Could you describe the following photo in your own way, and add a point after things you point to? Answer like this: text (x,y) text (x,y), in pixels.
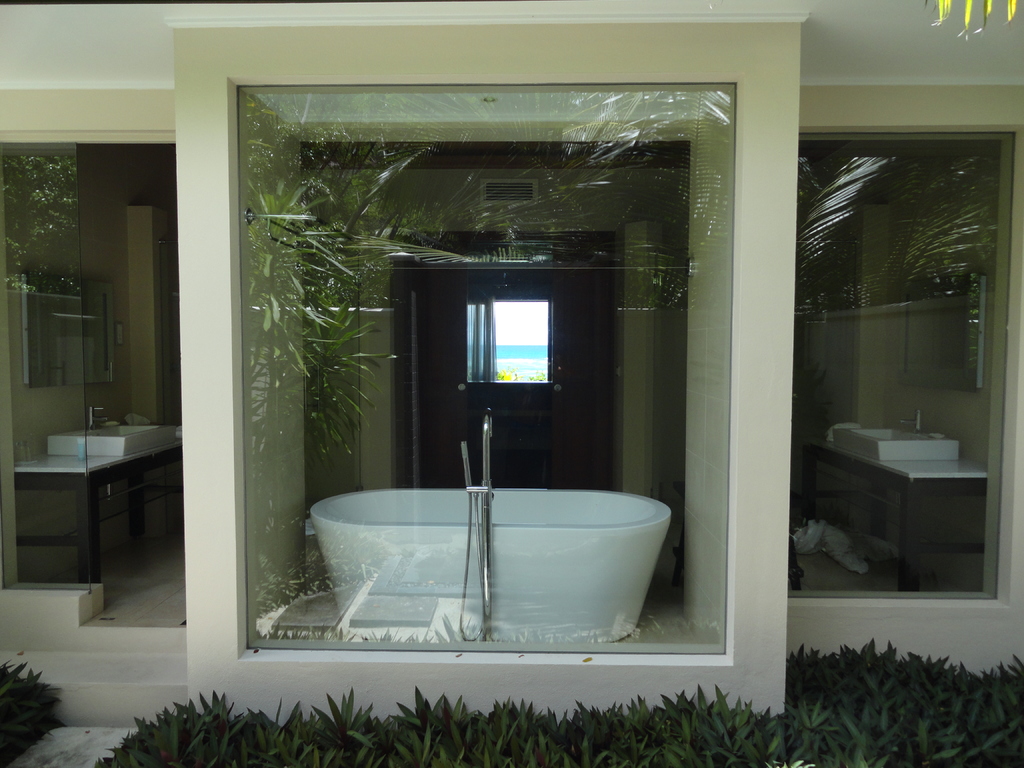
In this picture we can see plants (518,725) and glass (631,361), through glass (536,424) we can see bathtub (504,500), tap (474,492), sinks (928,447) with taps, walls (283,483) and window (528,332).
